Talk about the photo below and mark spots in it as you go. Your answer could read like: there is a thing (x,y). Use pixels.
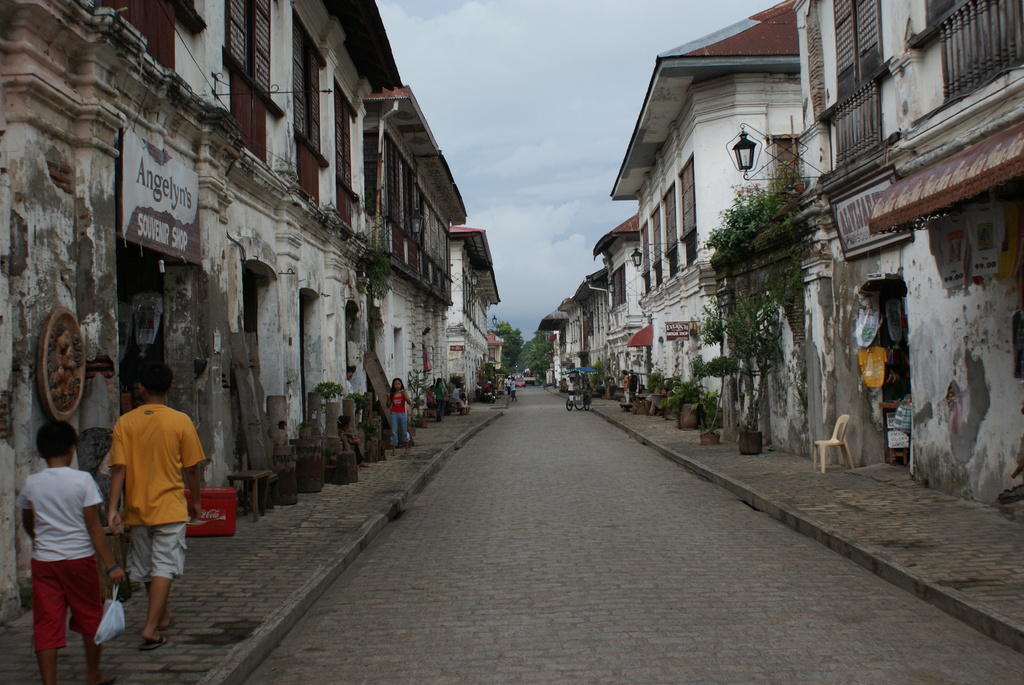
In this image there are buildings (893,266) and we can see people (436,395). On the right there is a chair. We can see a vehicle (576,396). In the background (523,361) there are trees (510,342) and sky (547,264).
